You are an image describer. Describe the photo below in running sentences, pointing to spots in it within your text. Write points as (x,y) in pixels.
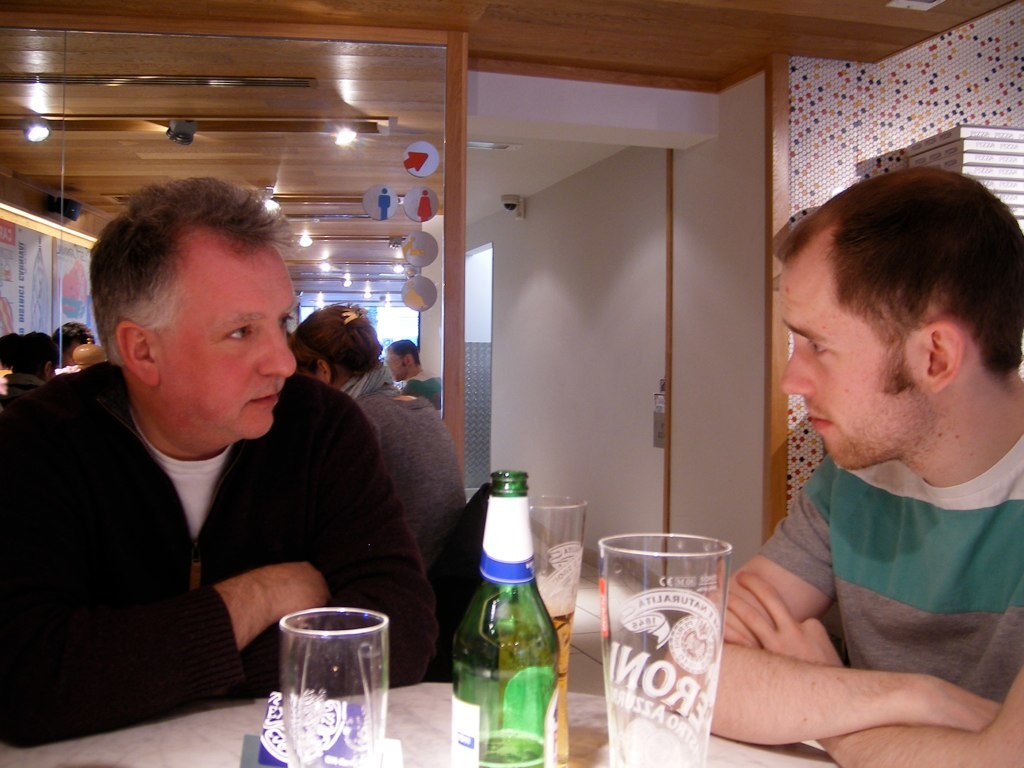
Here we can see a two people (347,444) are having a conversation. One is on the left side (260,456) and other one is into the right side (811,637). In the background (377,378) we can see a four people (323,330).
